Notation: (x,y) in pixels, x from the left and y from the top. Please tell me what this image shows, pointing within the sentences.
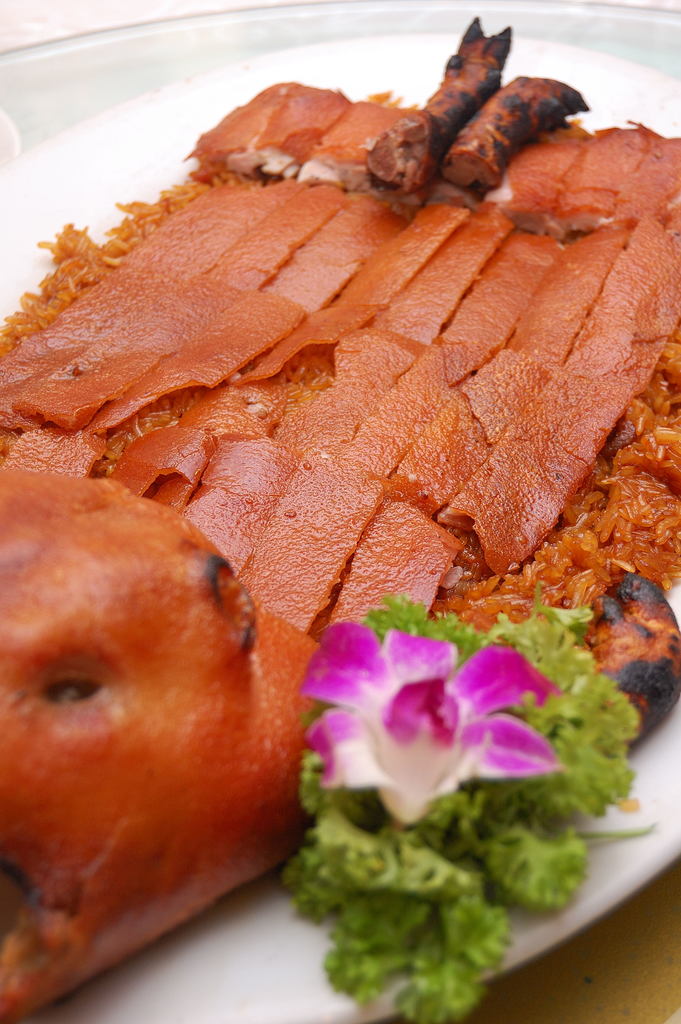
In this image there are food items (595,551) and a flower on the plate (210,954) which was placed on the table (615,993).
